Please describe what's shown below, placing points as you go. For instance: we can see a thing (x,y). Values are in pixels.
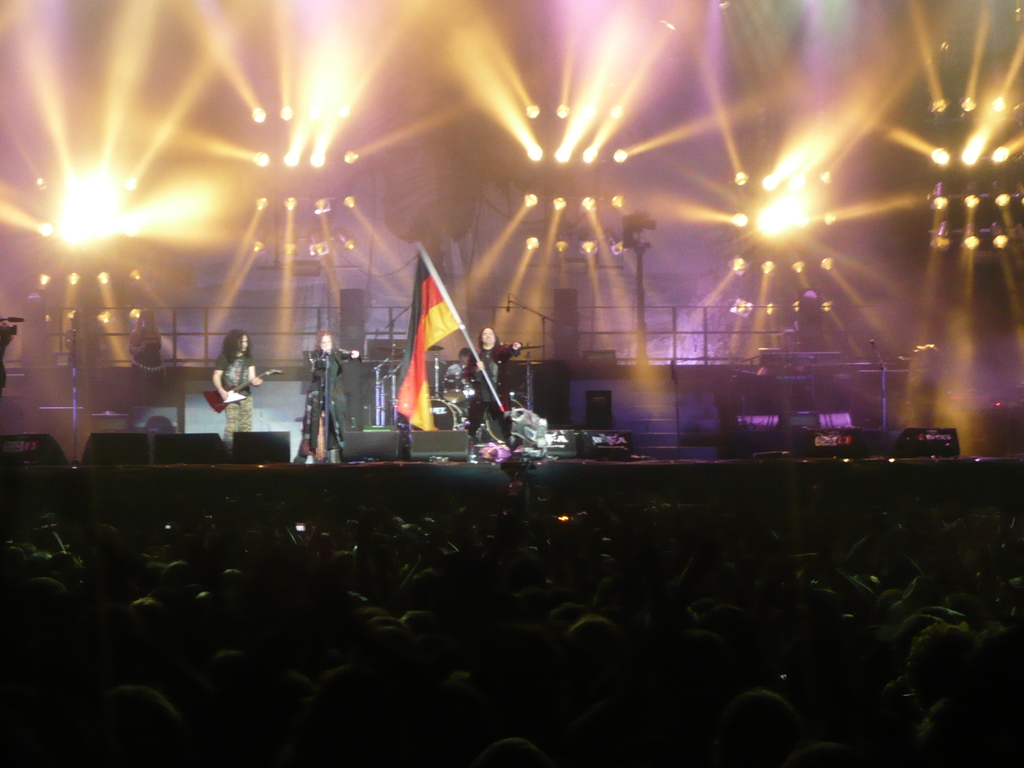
In this image we can see some people (325,411) holding musical instruments (219,409). And we can see the microphone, guitar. And we can see the stage (859,330), audience (865,515). And in the background (510,224), we can see the lights (749,305).
